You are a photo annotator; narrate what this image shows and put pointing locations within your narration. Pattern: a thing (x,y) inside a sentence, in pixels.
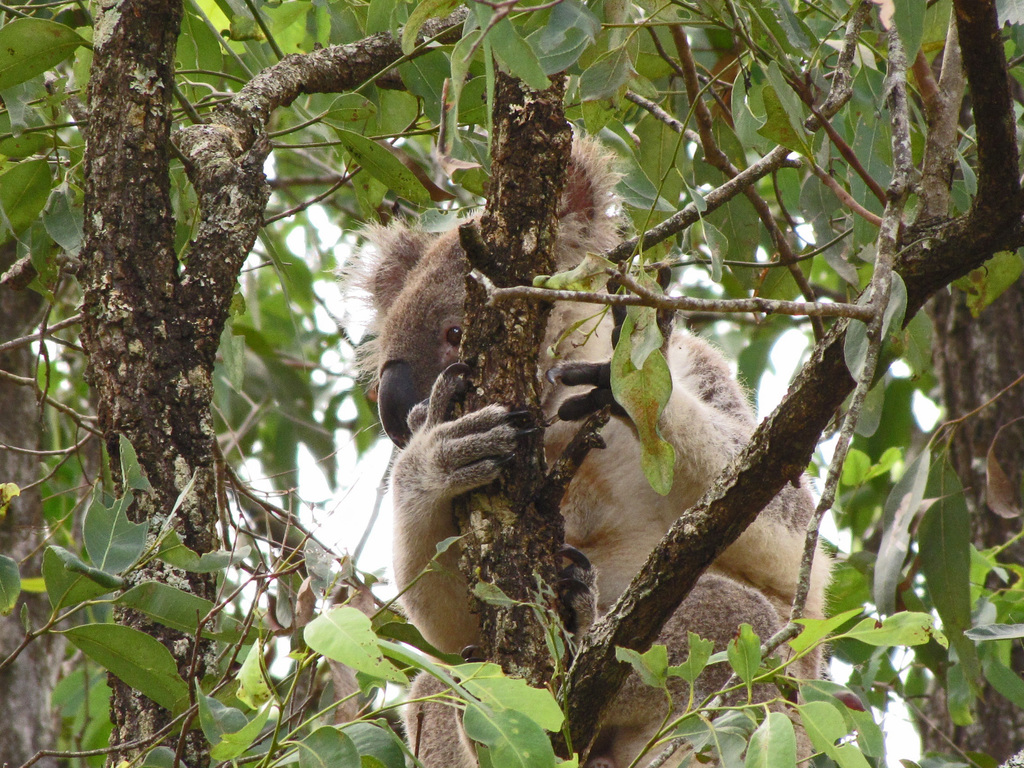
In this picture we can see an animal (415,540) and in the background (379,529) we can see trees (475,518), sky (390,538).
